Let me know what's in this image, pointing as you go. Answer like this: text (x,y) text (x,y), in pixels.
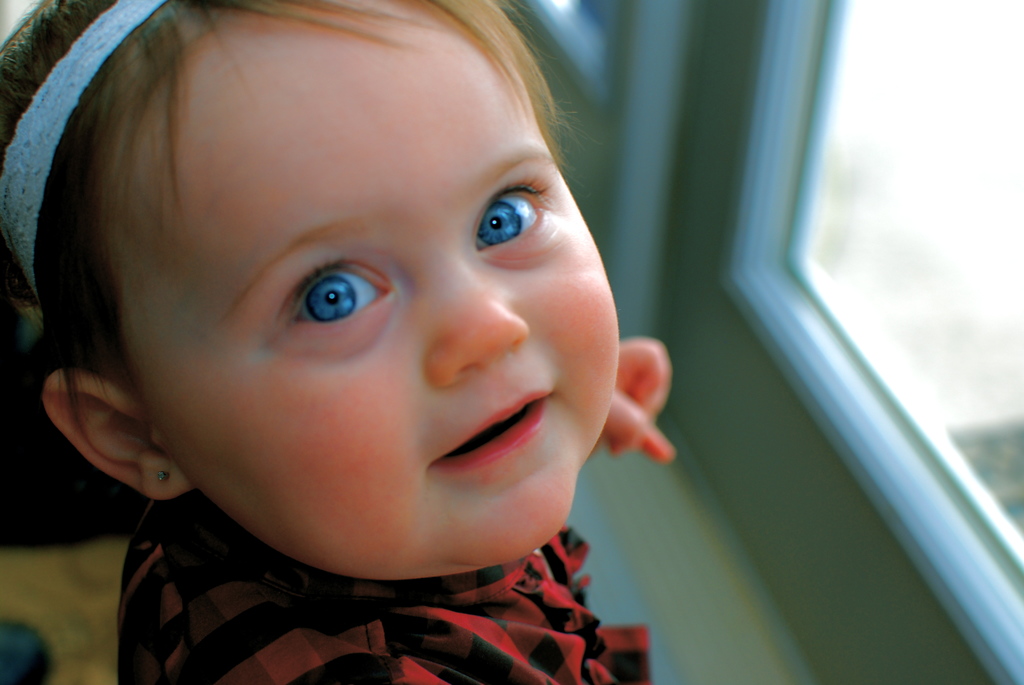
In this image, we can see a kid (266,504) wearing a headband (46,167) and smiling. Background (669,554) we can see a blur view. Here there is a glass window (837,403), floor (52,600).
